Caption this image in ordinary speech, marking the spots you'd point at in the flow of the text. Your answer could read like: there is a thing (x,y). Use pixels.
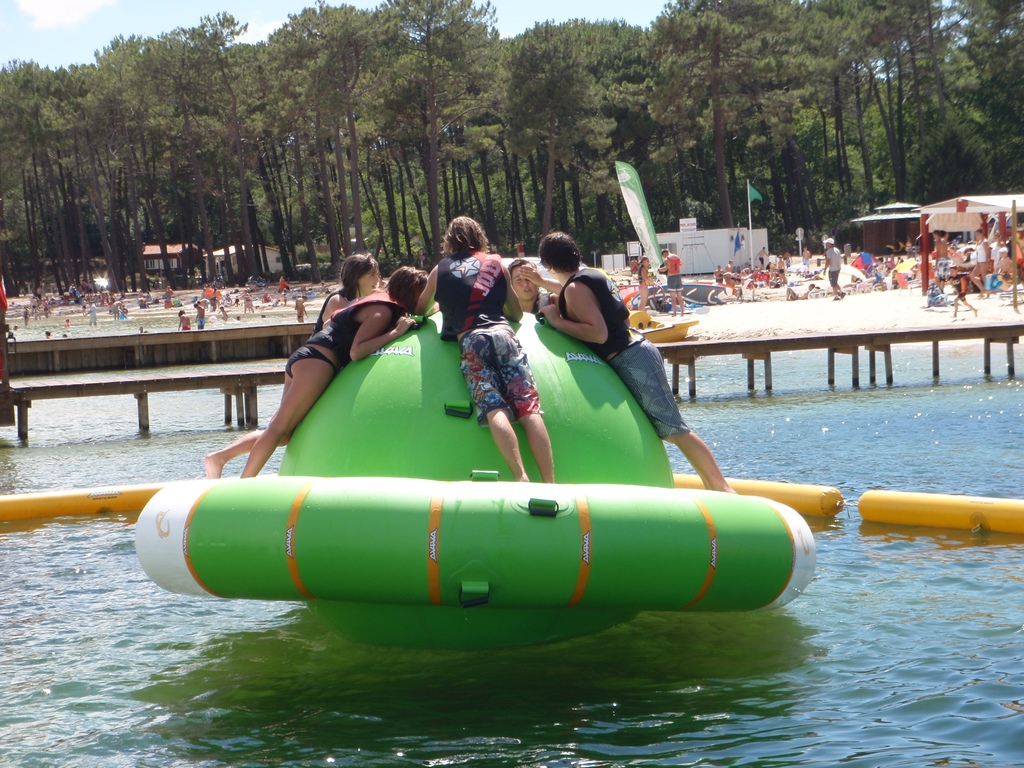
In this picture I can see there is an inflatable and there are a few people (763,281) standing on the right side (809,285) on the sand (786,291), there is a wooden bridge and there are trees (224,12) in the backdrop (8,124) and the sky (209,10) is clear.
